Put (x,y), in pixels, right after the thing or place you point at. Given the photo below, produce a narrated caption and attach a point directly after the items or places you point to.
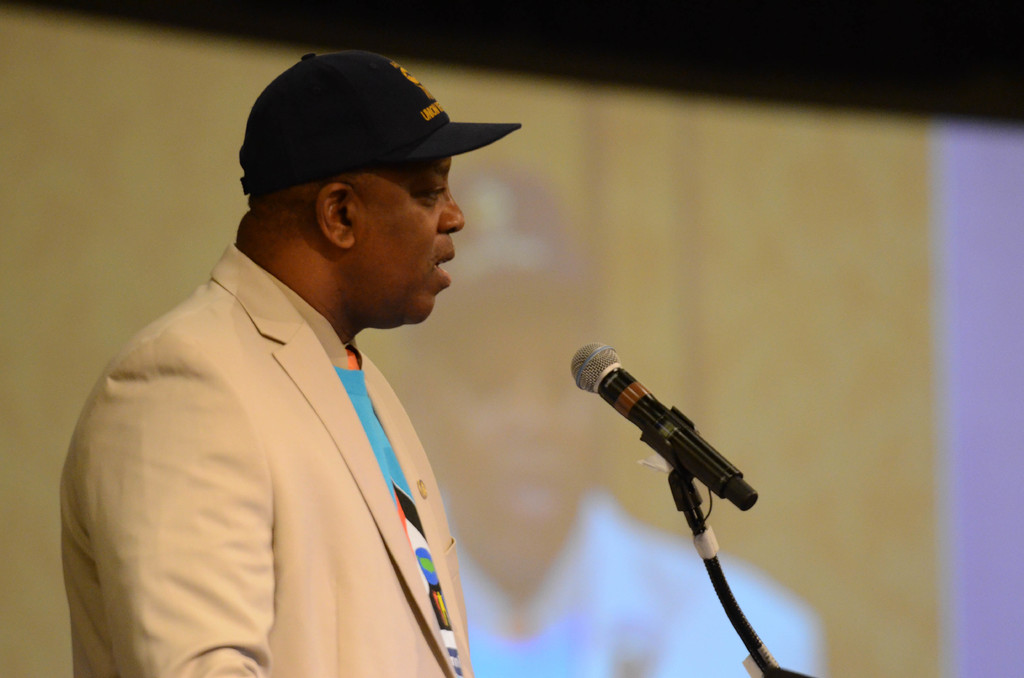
In this image I see a man (415,308) who is wearing a suit (374,367), which is of cream in color and he is wearing a cap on his head (340,199), which is of black in color and he is standing in front of the mic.
